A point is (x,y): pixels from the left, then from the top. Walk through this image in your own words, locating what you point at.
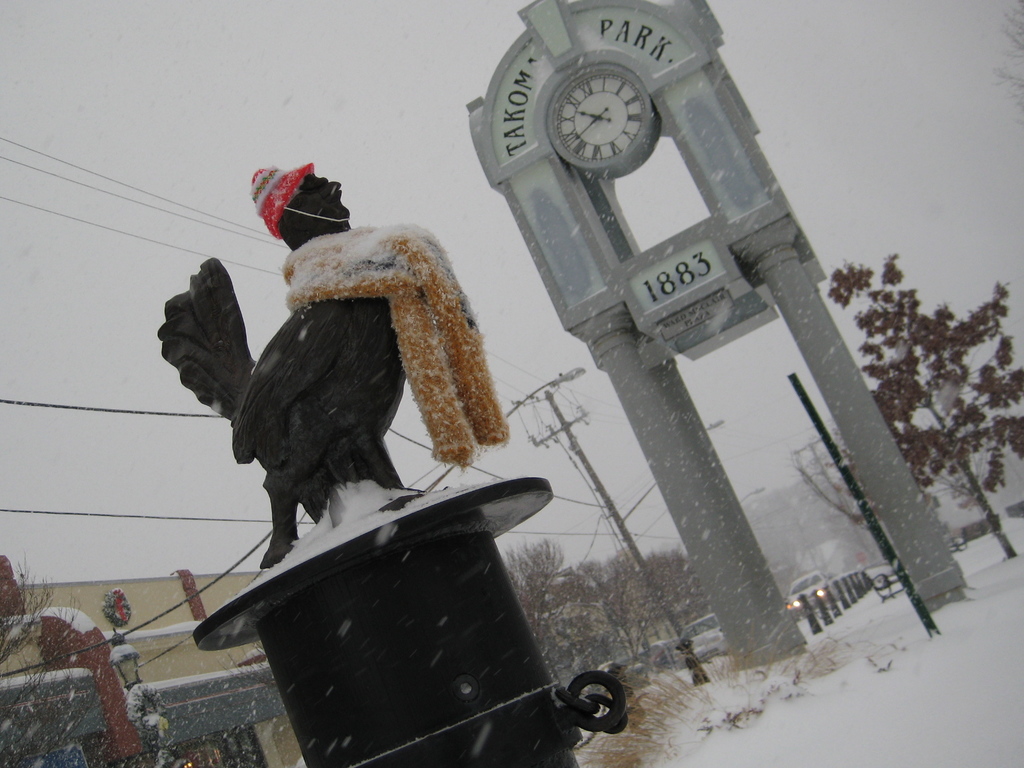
In this image I can see a black colour thing (365,450) in the front (391,276) and on it I can see few clothes (330,262). In the background (991,766) I can see snow (962,747), number of trees (681,563), few poles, few wires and few vehicles (828,573). On the top of this image (574,133) I can see a clock (604,112) and I can also see something is written above and below the clock (639,160). On the left side of this image (283,751) I can see a building (140,583).
